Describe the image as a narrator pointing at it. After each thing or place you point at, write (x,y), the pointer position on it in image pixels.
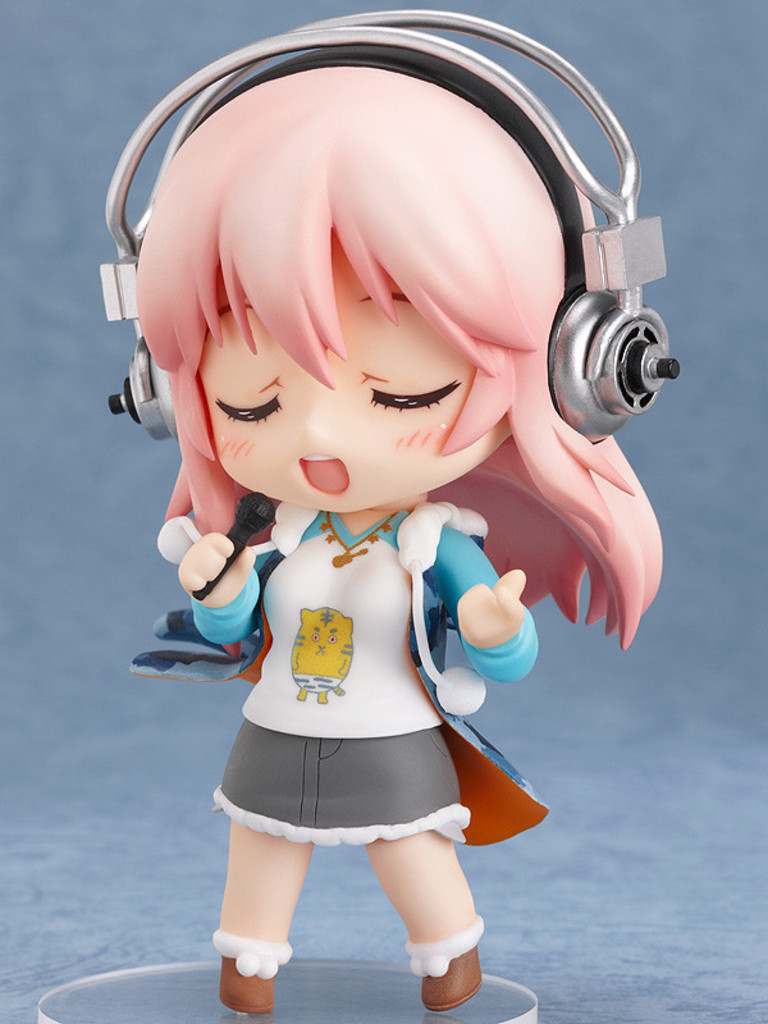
This is an animation in this image in the center (303,455) there is one girl (277,670) who is holding a mike (247,519), and she is wearing a head set (600,367) it seems that she is singing.
